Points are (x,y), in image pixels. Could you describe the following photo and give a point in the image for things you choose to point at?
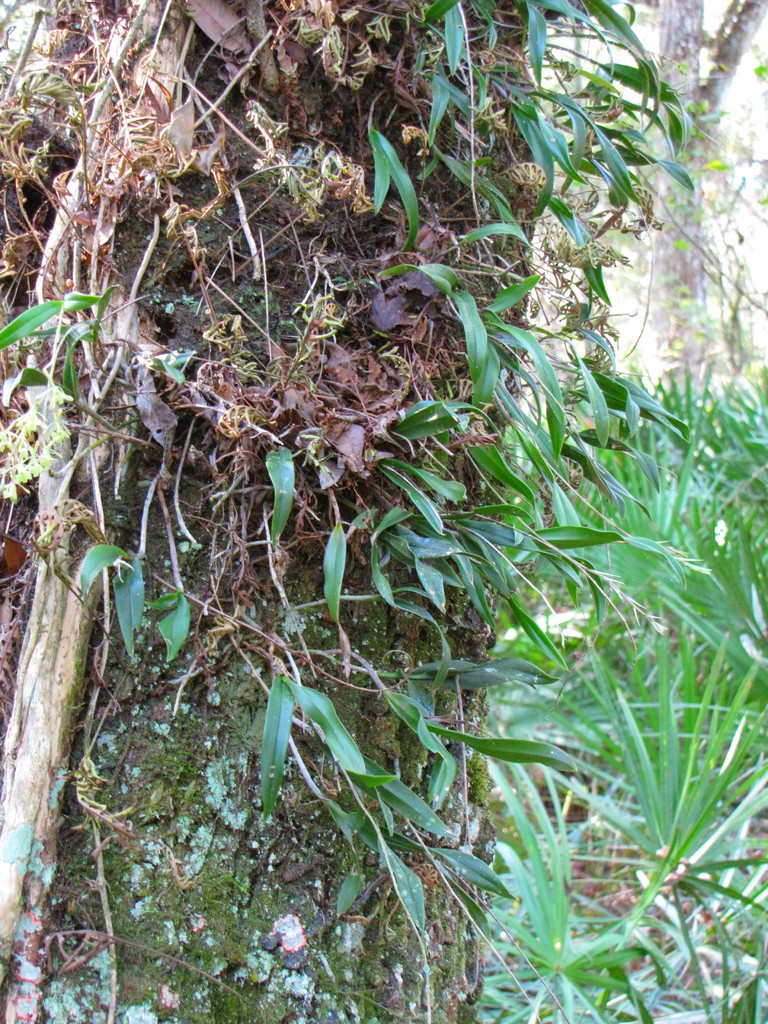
In this picture we can see tree trunks (436,198), leaves (284,355) and plants (631,723).
